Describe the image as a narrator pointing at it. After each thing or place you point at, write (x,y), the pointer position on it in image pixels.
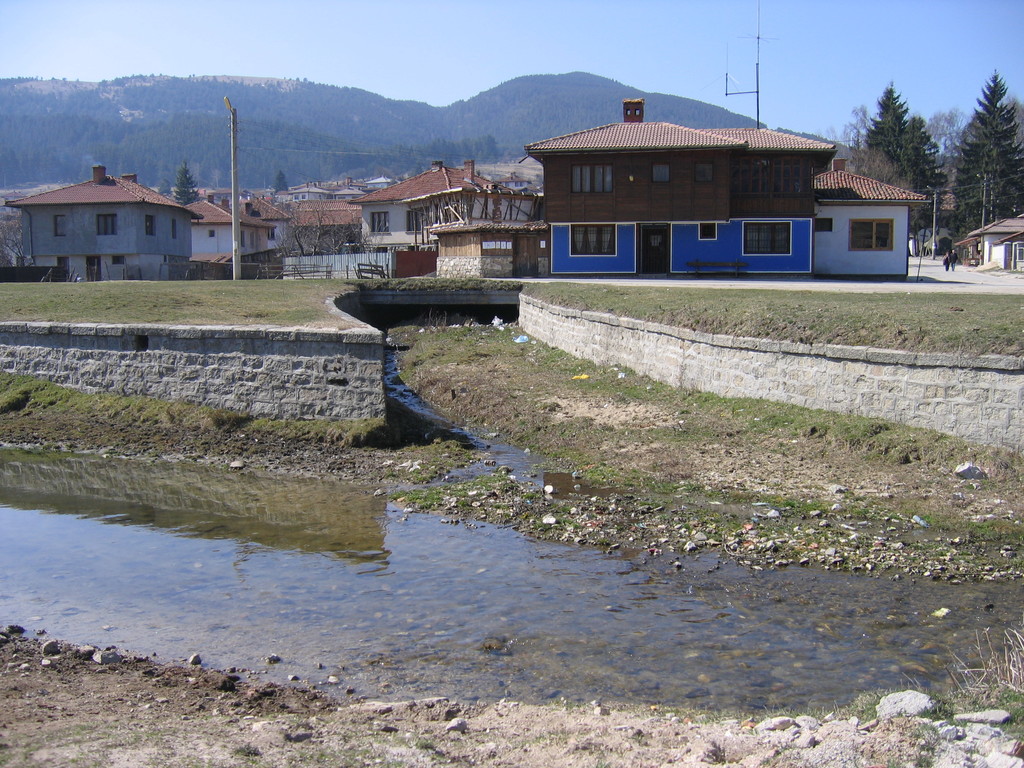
There is an open land (266,289) and there is a hole (383,316) in between the land (418,365) and the water (416,544) is flowing from that hole (364,302), behind the land (366,454) there are many houses (617,217) and on the right side (932,163) there are a lot of trees (956,145) behind the houses (897,193), in the background (262,139) there is a mountain (531,113).
